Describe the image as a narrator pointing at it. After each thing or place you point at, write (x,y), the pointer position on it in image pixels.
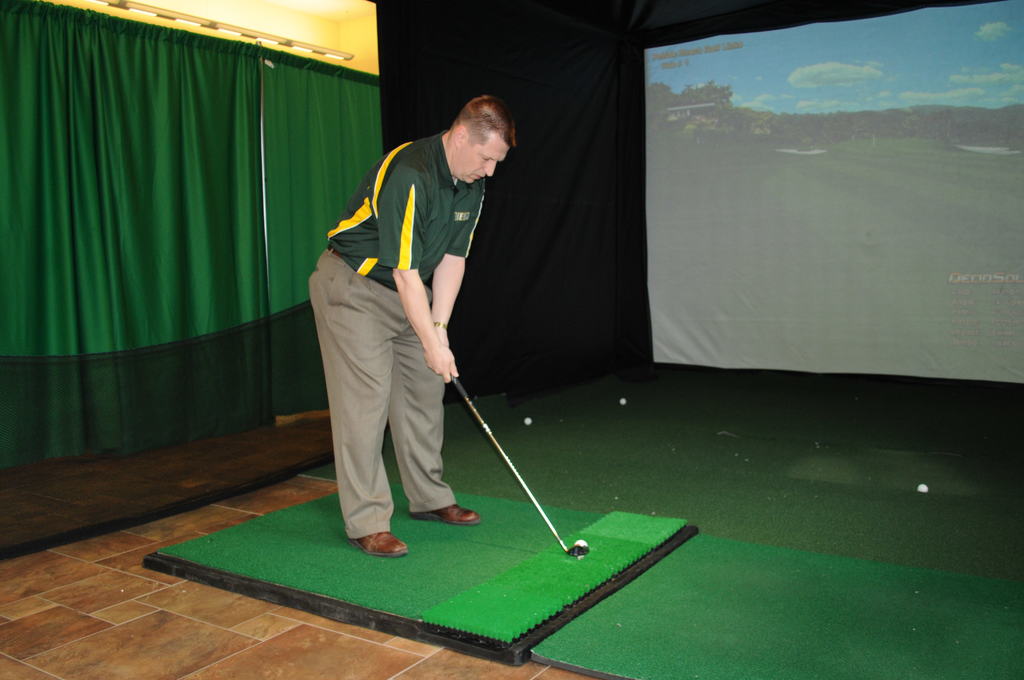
In this image we can see a person (444,298) holding an object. There are few balls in the image. We can see a screen (831,255) at the right side of the image (876,249). There are few curtains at the left side of the image (290,61). There are few lights (259,38) at the left top most of the image (263,34). On the screen (838,271) we can see a grassy land (825,278), many trees (868,125) and few clouds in the sky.
